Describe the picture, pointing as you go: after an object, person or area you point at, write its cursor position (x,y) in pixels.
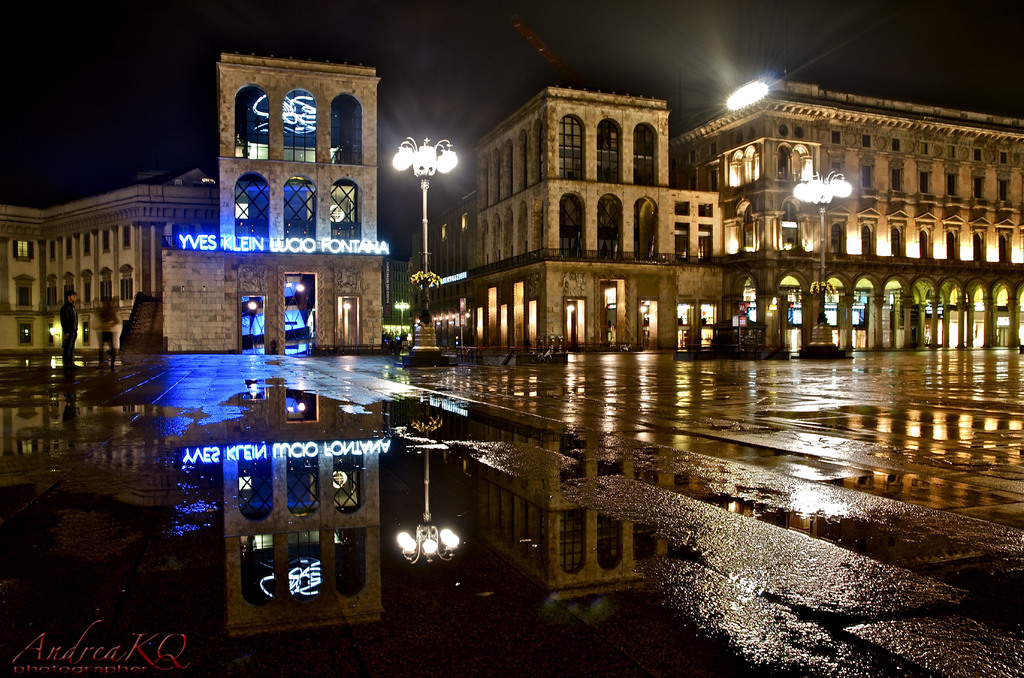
This picture is clicked in the city (681,407). At the bottom (801,539), we see the pavement (754,538) and the water (356,565). We see the reflections (263,452) of the buildings (326,522), and street light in the water (352,560). On the left side (99,338), we see a man (68,310) and a woman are standing. There are buildings (290,265), and streetlights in the background (799,279). At the top (294,1), we see the sky (523,63). This picture is clicked in the dark.
